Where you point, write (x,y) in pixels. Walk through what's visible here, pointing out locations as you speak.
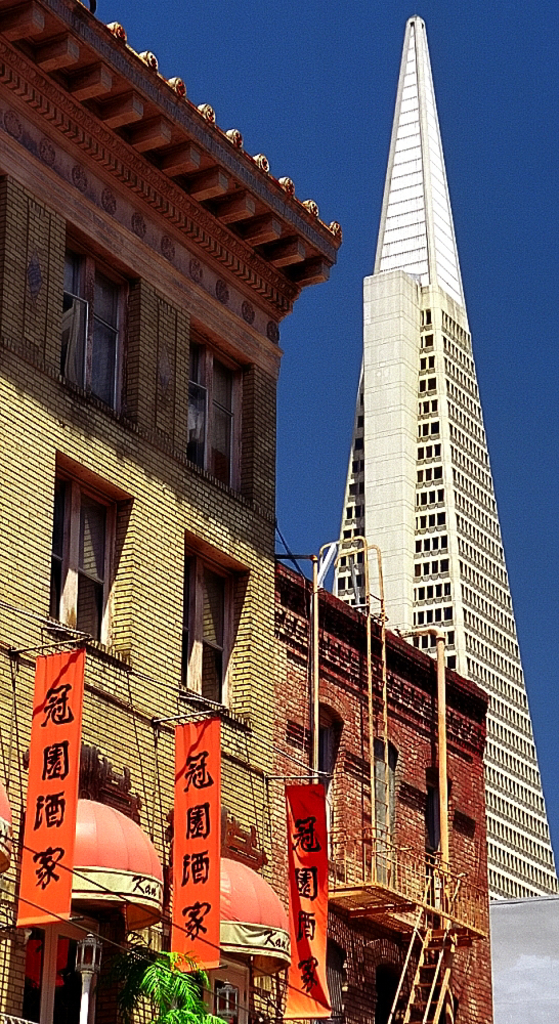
In this image, there are a few buildings (387,514). We can also see a pole (90,975) with a light (93,952). We can see some banners (186,826) with text (308,884). We can see a tree (171,1022). We can see some stairs (434,973) and the railing (405,970). We can also see the sky (509,349).
